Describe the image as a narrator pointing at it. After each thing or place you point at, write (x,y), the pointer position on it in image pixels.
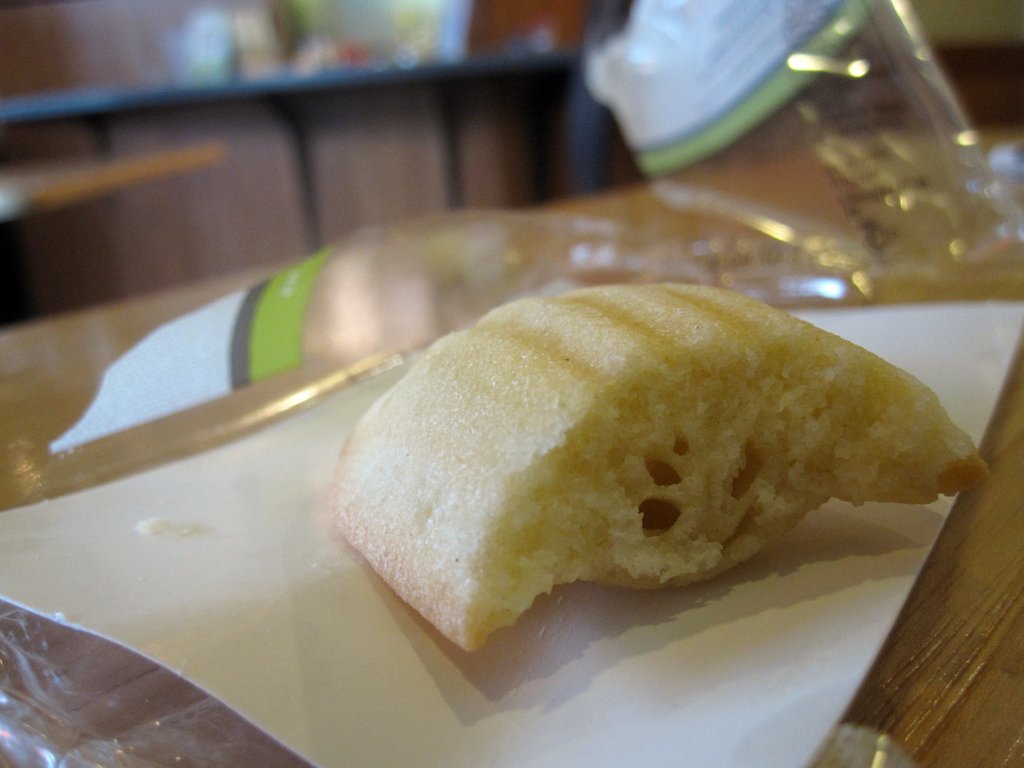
In this image we can see some food (522,606) on a paper (560,668) which is placed on the wooden surface (940,646). We can also see some covers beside it. On the backside (383,149) we can see a wall (389,163) and a table (444,104) containing some objects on it.
